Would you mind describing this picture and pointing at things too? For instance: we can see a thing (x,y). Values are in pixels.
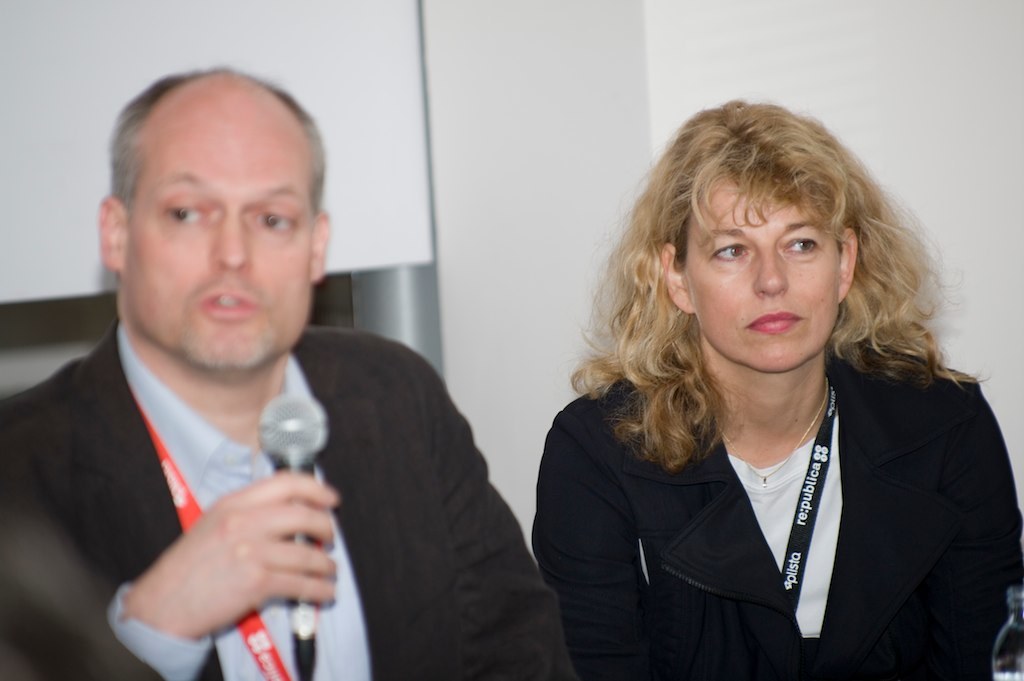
This man (242,540) wore suit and holding a mic (311,603). This woman (678,495) wore jacket (691,558) and staring.
